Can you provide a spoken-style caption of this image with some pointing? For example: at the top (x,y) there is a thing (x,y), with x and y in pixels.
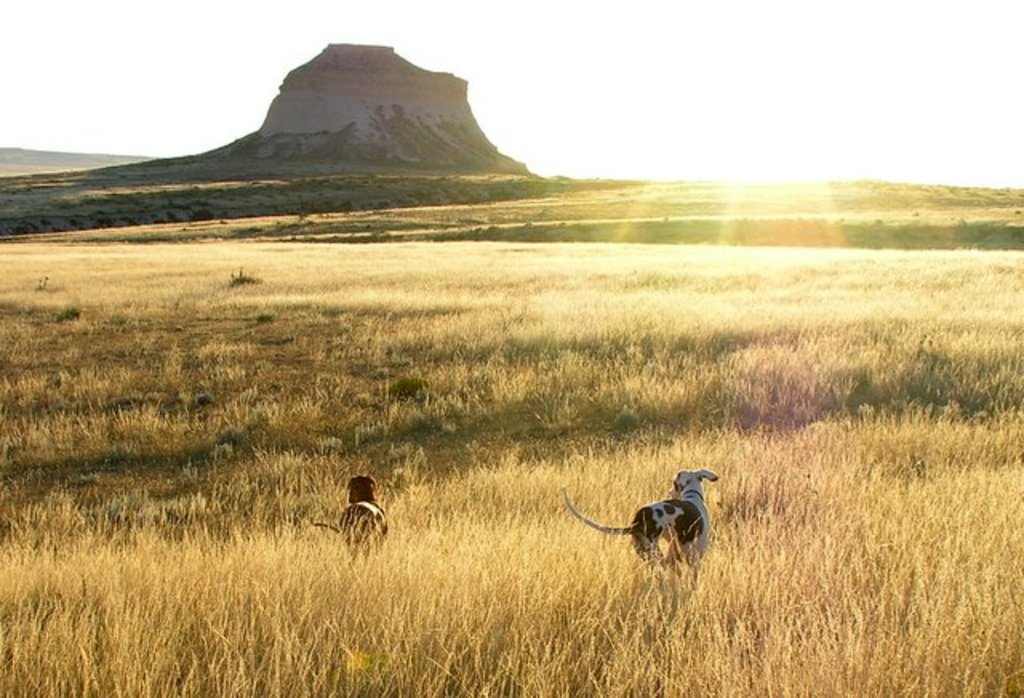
There are two dogs (355,486) present on a grassy land (364,440) as we can see at the bottom of this image (619,630). We can see a mountain (368,135) at the top of this image (405,155) and there is a sky (205,60) in the background (598,100).
